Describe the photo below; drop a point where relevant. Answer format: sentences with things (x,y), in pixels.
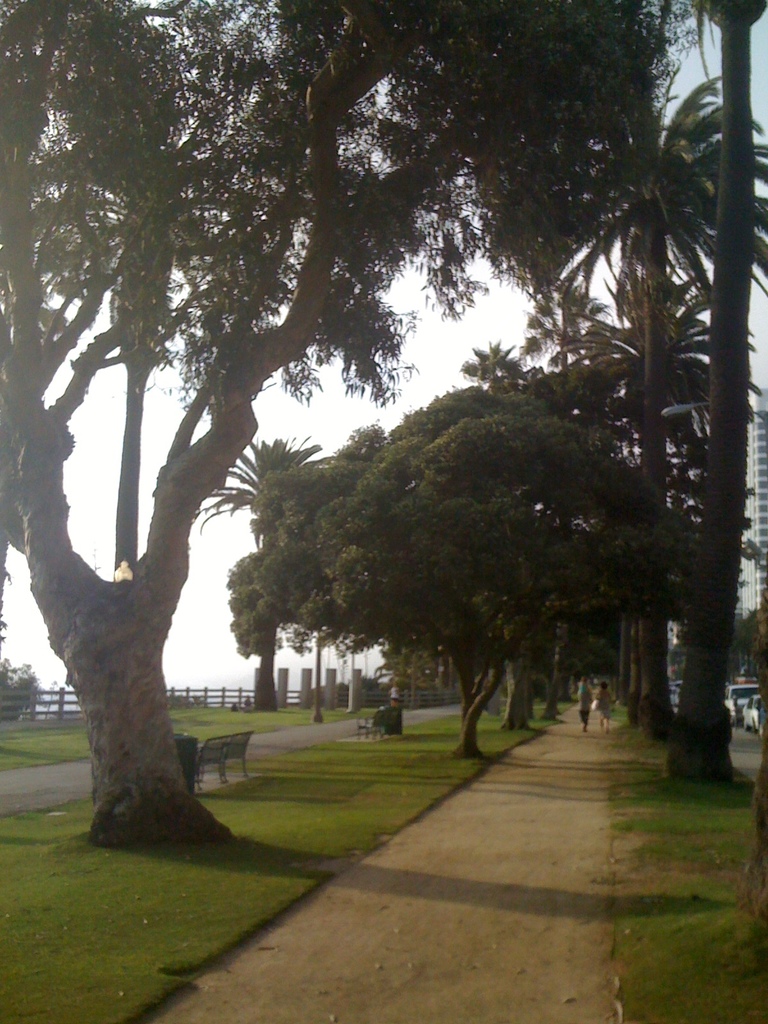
In the picture I can see the trees (510,442). I can see two persons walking on the walkway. There are benches (222,756) on the side of the walkway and there are vehicles (750,715) on the road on the right side (677,692). It is looking a tower building (758,515) on the right side (766,523). I can see the green grass (282,825) on the side of the walkway (571,834). It is looking like a wooden fence (59,713) on the left side (47,713).
